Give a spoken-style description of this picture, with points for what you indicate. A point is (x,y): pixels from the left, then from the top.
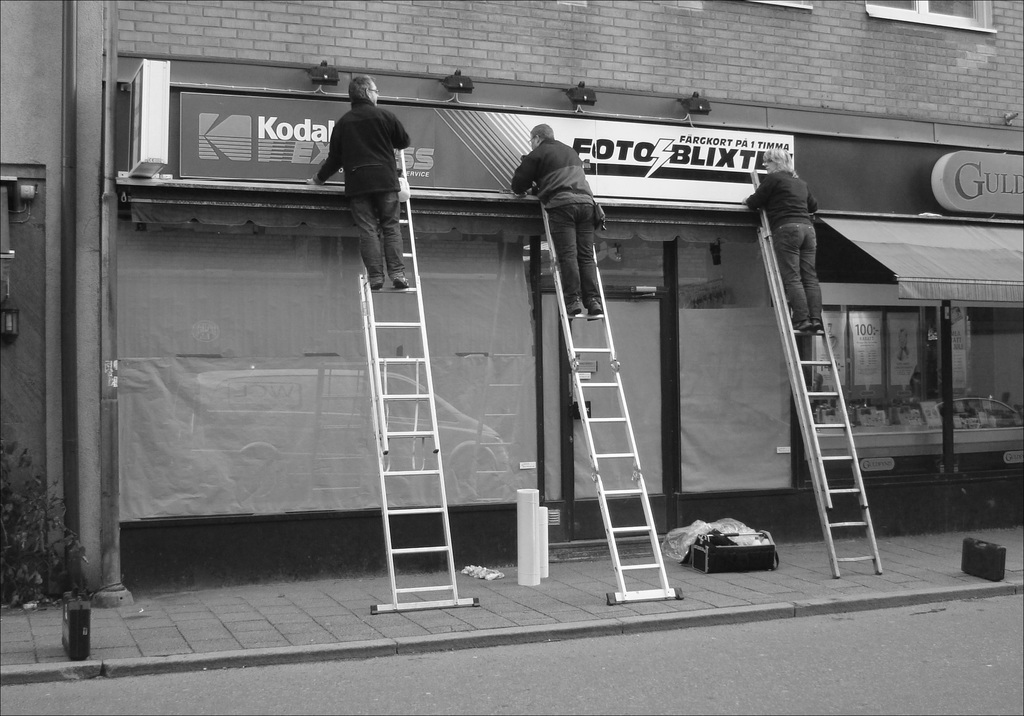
In the picture I can see three men (349,164) standing on the ladders (443,495). I can see the suitcases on the side of the road (1001,599). I can see the hoarding (671,161) on the wall (919,522). It is looking like a glass window (937,19) on the top right side (956,23). I can see the plants (24,504) on the bottom left side (62,512).
